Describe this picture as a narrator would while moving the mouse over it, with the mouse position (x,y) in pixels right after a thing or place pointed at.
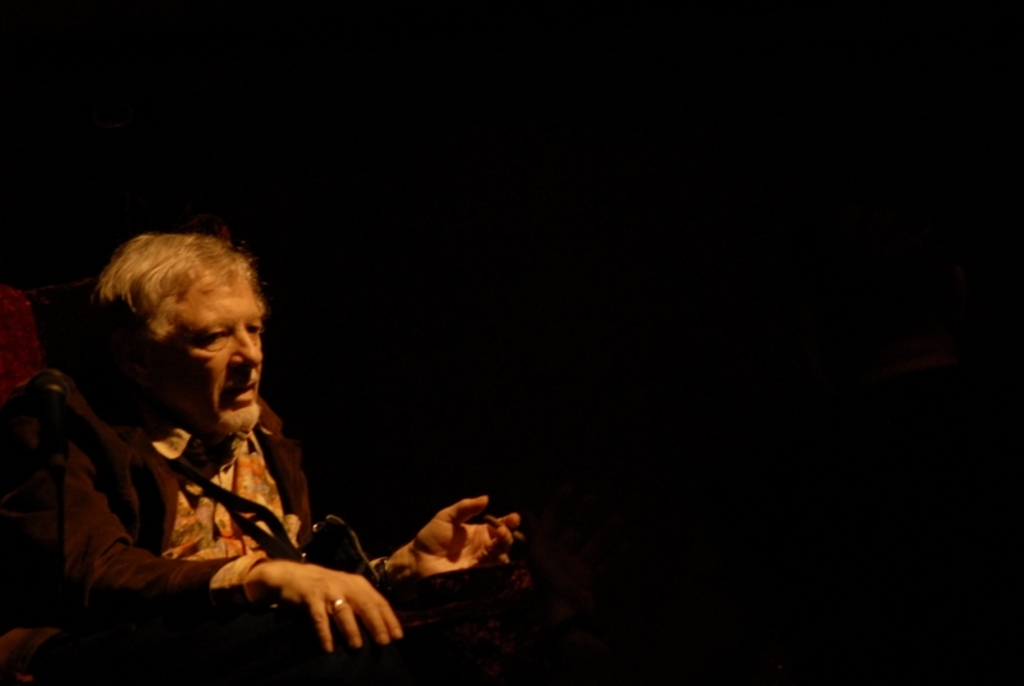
In this image I can see a man (243,468) is sitting on the left side (142,271). I can also see black colour in the background (686,360).
